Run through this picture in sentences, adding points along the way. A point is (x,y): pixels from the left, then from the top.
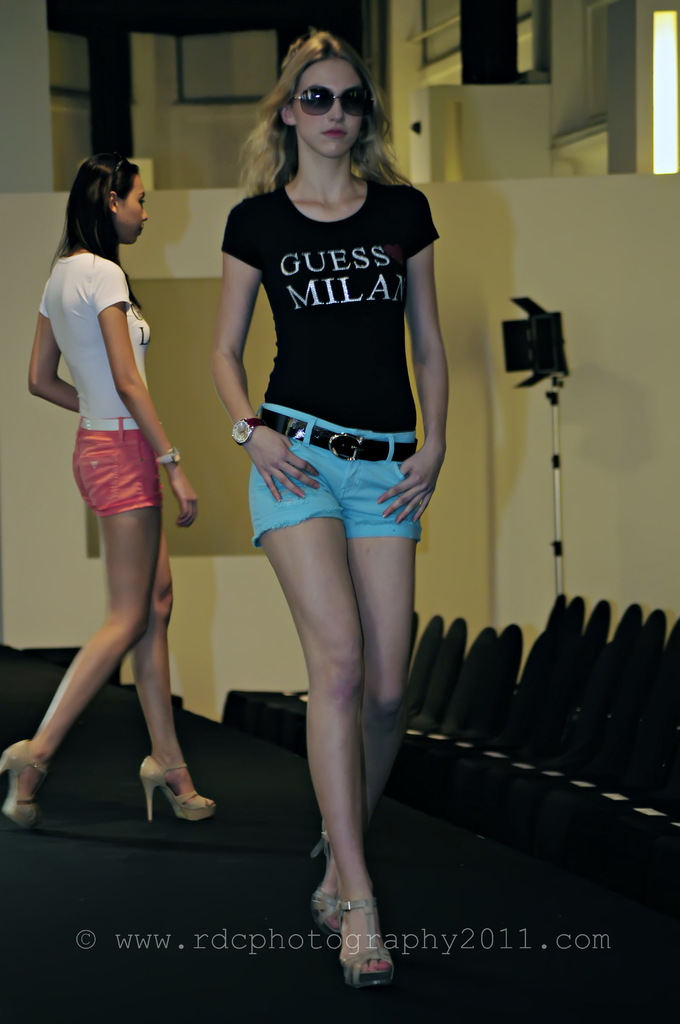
In the middle (384,424) a beautiful girl (380,459) is doing cat walk, she wore black color top (360,335), blue color shorts (334,513) and goggles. On the left side (46,370) another beautiful girl (108,321) is walking, she wore white color top (80,392) and orange color short (159,485). On the right side (610,654) there are chairs (572,693) in this image.
